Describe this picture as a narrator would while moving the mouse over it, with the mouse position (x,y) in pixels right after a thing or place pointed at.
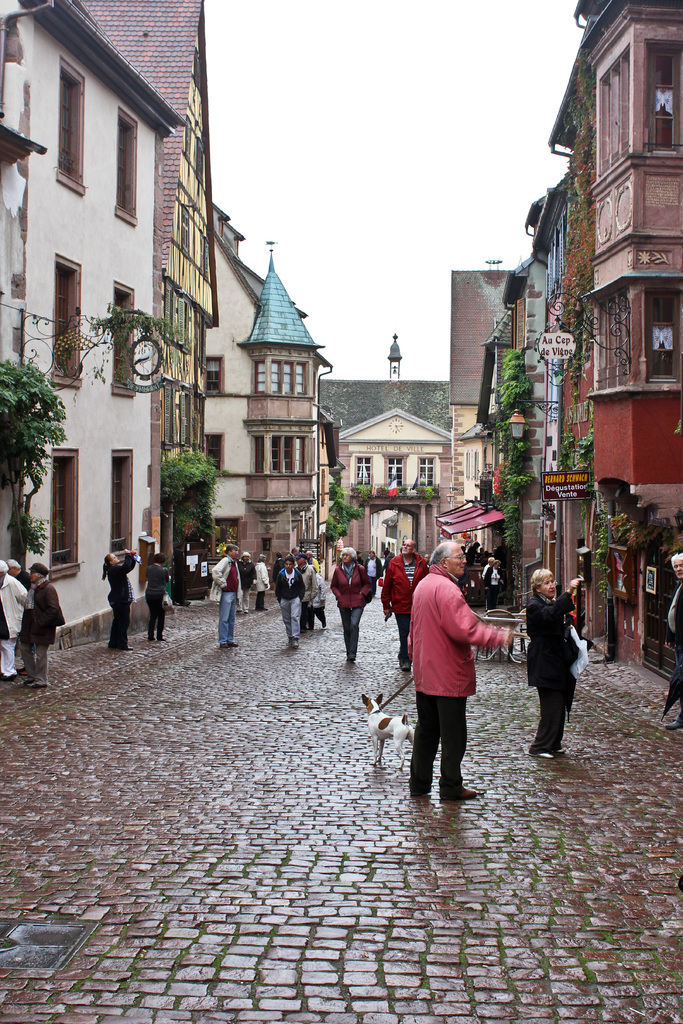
In this image we can see some persons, buildings (296,420), trees (31,442), name boards (585,489), light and other objects (419,496). In the background of the image (230,192) there is the sky (429,281). At the bottom of the image (379,944) there is the floor (275,985).
